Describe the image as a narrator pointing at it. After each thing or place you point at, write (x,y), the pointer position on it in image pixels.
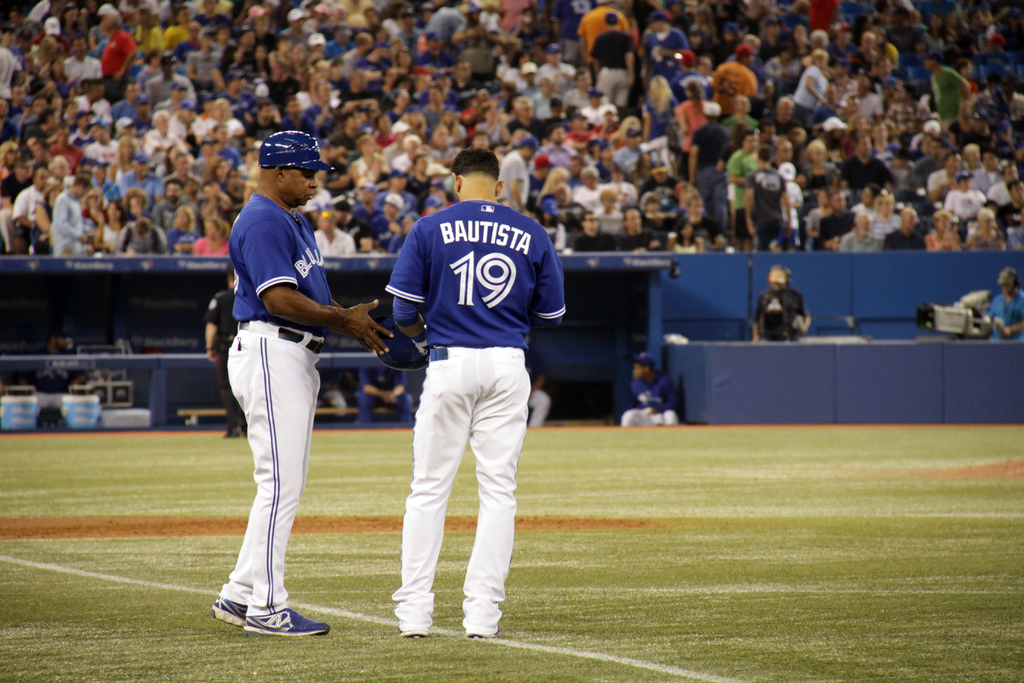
In this image there are two baseball players (351,321) standing on the ground (366,612). In the background (405,58) there are so many spectators (266,105) who are sitting in the chairs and watching them. On the right side (790,331) there are cameraman's (785,302). Beside them there are few other people (642,385) sitting in the dugout (597,342).
